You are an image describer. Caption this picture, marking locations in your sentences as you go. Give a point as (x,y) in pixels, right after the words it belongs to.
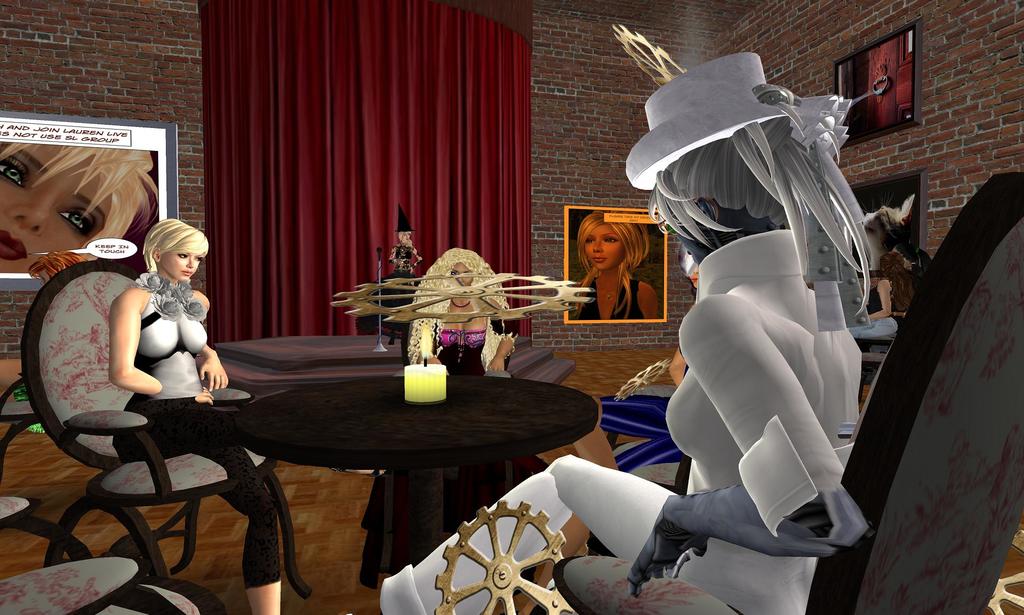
This is an animated image. In the center (449,365) we can see the group of women (144,328) sitting on the chairs (832,601) and there is a candle (446,379) placed on the top of the wooden table (428,439) and we can see the chairs (169,607) and some other objects (321,357) are placed on the ground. In the background (589,133) we can see the brick wall (106,112) and the picture frames (607,244) hanging on the wall (940,97) and we can see the curtain (310,167) and many other objects (377,349).
